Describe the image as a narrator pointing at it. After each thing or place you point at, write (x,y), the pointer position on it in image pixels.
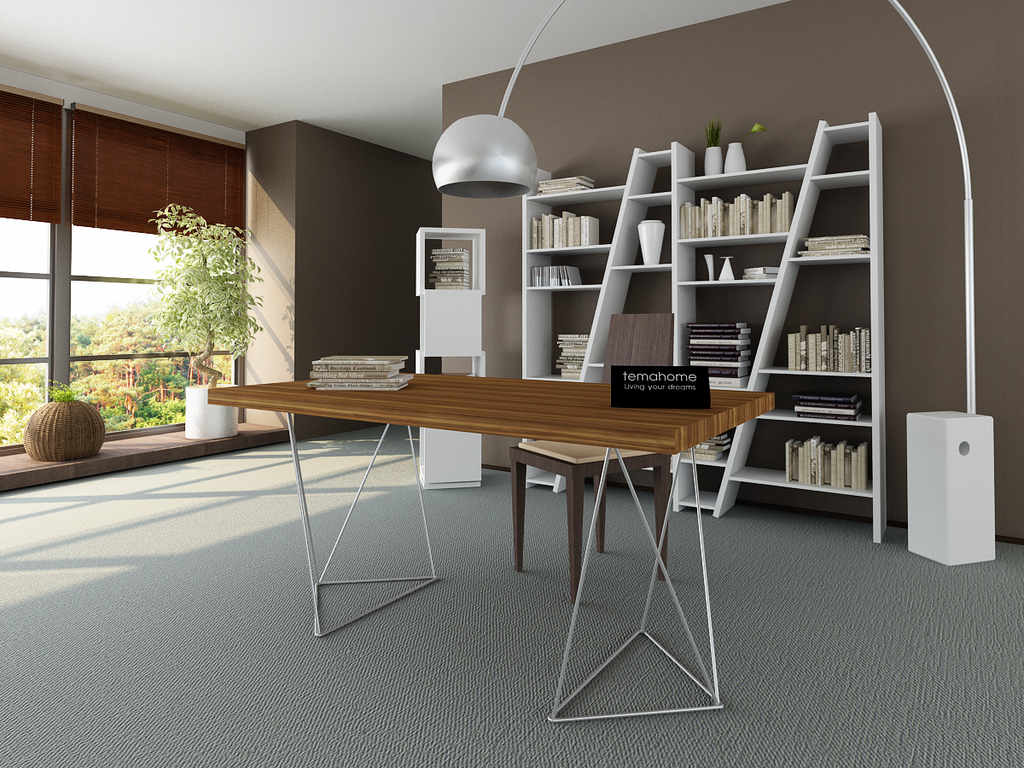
In this image there are few books (731,324) and flower vases (712,260) arranged on the shelves (604,306), there are books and a name board (614,398) on the table (391,415), a chair (607,486), a light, flower pots (197,316) beside the window (151,415), the wall (702,268), ceiling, outside the window (154,415) there are few trees (149,401).
